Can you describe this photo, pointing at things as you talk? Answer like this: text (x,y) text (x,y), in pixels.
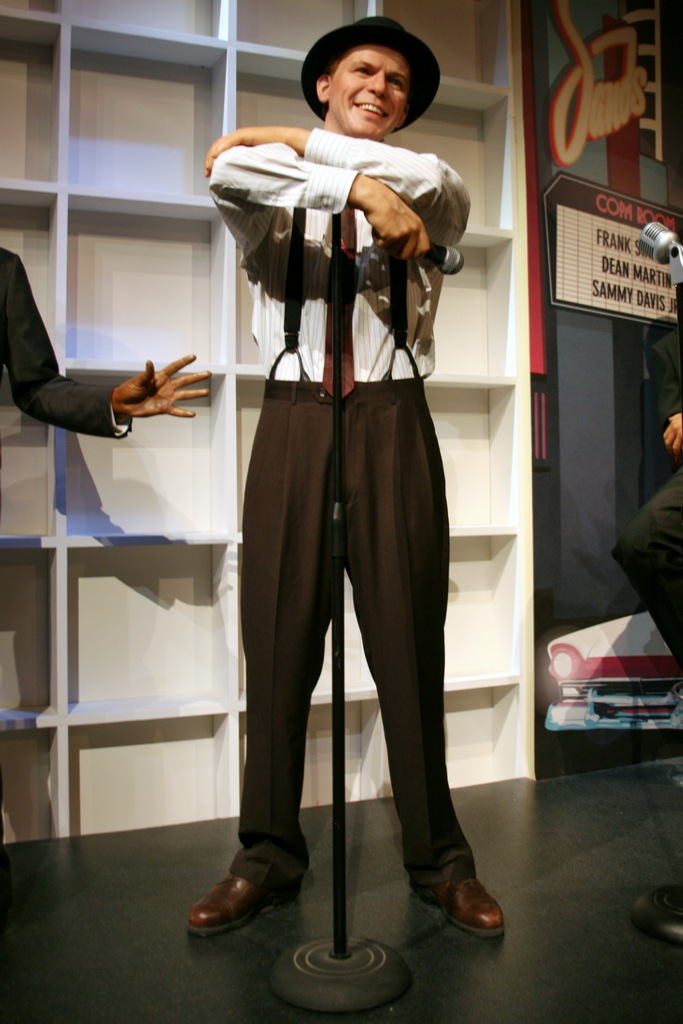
In the picture I can see three persons (364,334) among them the man (312,395) is holding a microphone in the hand (370,214) and smiling. In the background (87,245) I can see a white color shelf (83,253), a microphone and some images (599,678) of a car (637,636), logo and something written on an object (606,281).
